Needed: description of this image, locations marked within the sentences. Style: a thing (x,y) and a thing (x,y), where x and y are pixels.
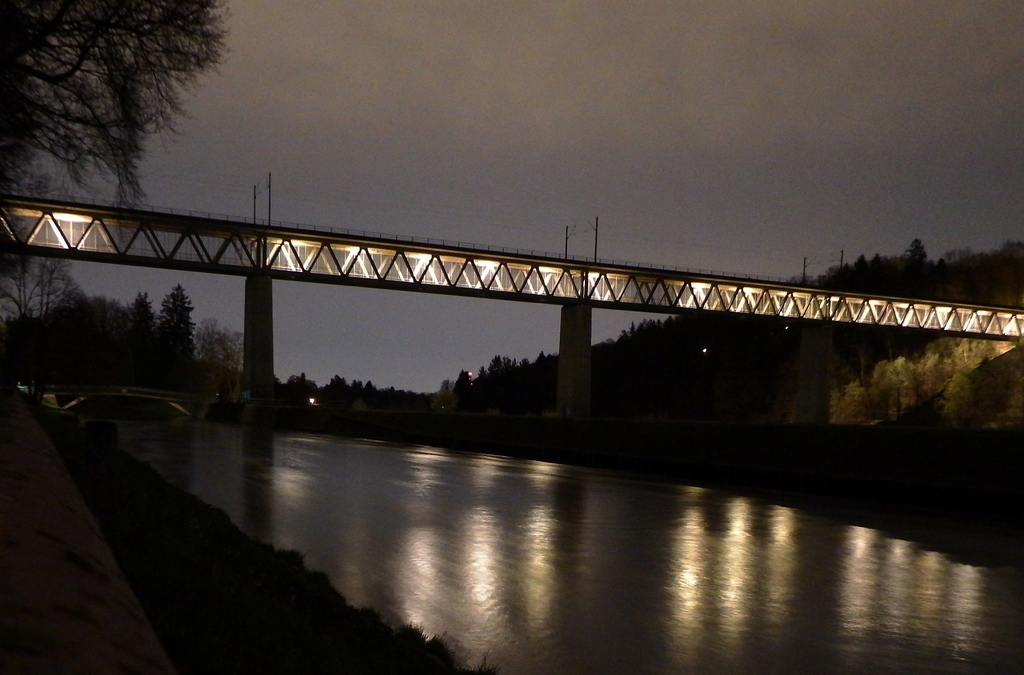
In the image we can see there is river (534,577) and there are plants (79,420) on the ground (164,479). There is a bridge (566,329) and there are lot of trees (211,392). There is a cloudy sky (523,138) and the image is in colour.
